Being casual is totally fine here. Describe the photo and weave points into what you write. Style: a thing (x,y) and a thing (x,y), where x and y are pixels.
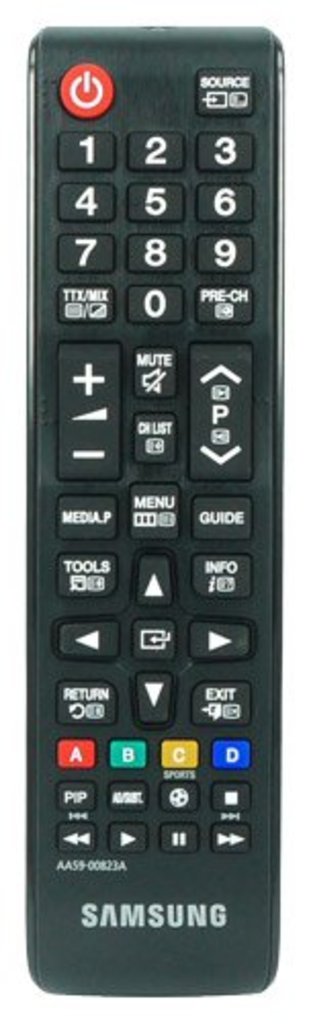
In the image we can see a TV remote (149,294).
